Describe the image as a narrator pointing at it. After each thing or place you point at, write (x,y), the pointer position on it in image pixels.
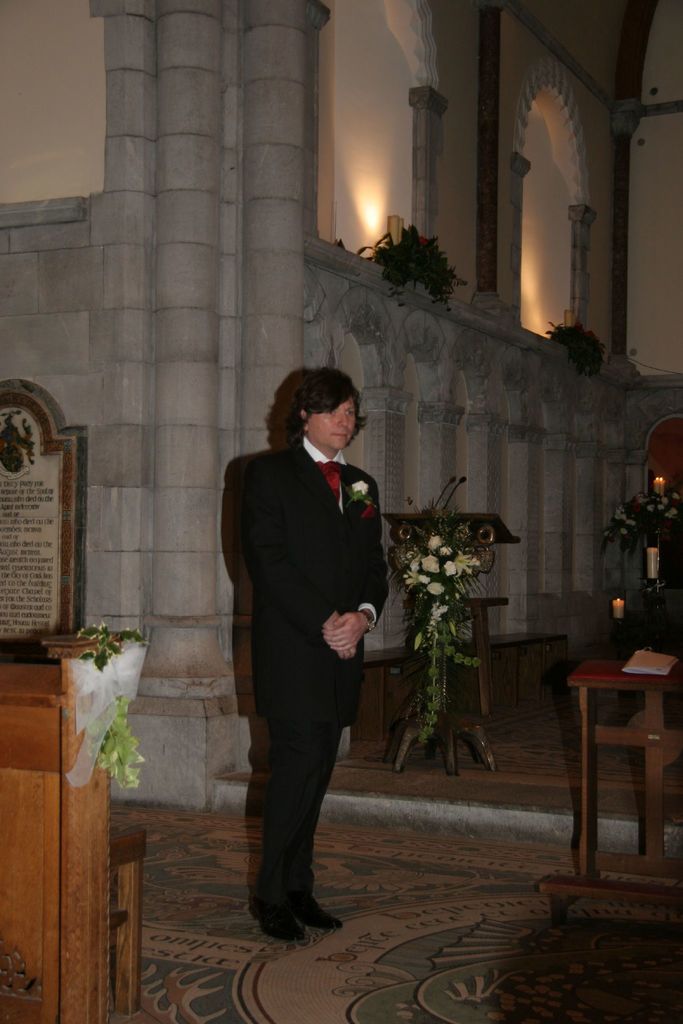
In this Picture we can see a man (280,560) wearing black coat (301,515) and red tie (333,487) folding his hand (351,652) standing toward the camera, beside we can see speech desk (399,763) and table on which a bush of flowers (423,575) are seen, Behind we can see the arch design wall (426,336) and flower bushes (573,355), In front (32,1017) we can see the wooden bench (34,687) and name plate (49,511) behind it.
